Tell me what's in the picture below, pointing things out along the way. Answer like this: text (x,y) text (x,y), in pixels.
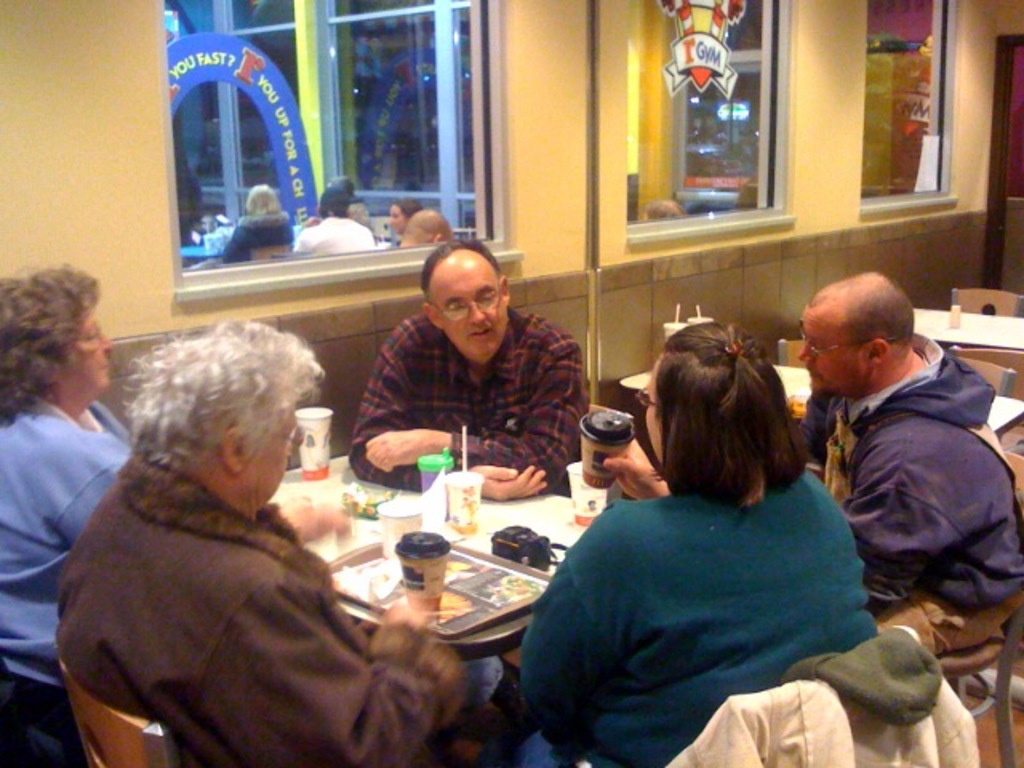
As we can see in the image there is yellow color wall (120,103), window (412,83), few people (456,311) sitting on chair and a table (546,530). On table (558,537) there plates (508,585), glass (593,502) and food items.
